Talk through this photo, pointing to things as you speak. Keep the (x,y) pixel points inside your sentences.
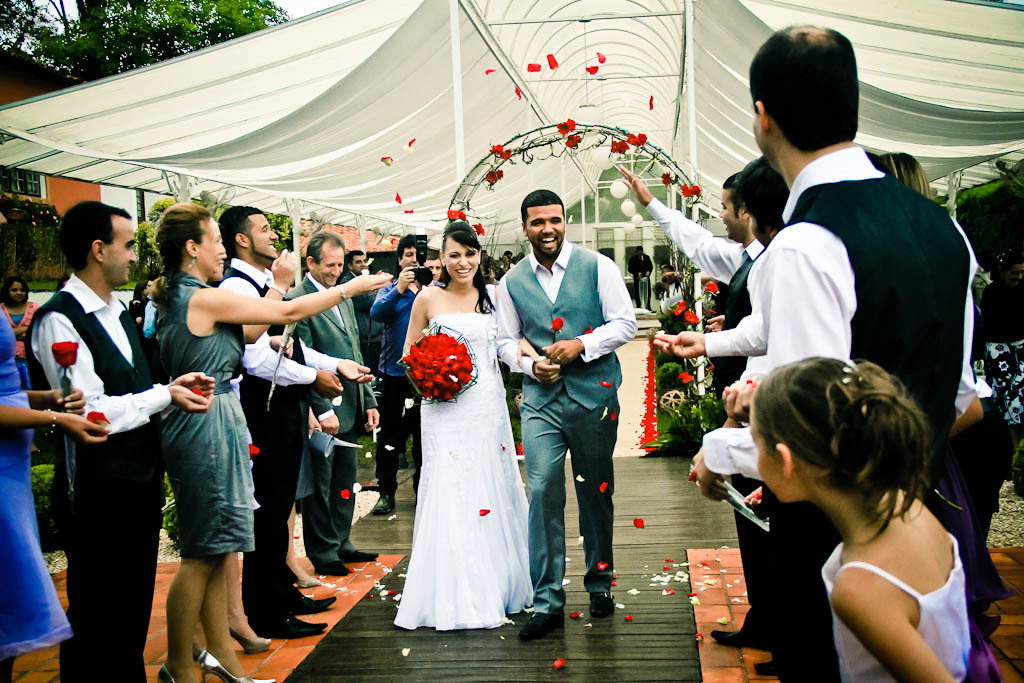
In this image, we can see a couple (567,441) walking, we can see some people (270,325) standing, at the top (340,85) there is a white color shade (154,83), at the left side (171,15) top there are some green color trees (152,16).
